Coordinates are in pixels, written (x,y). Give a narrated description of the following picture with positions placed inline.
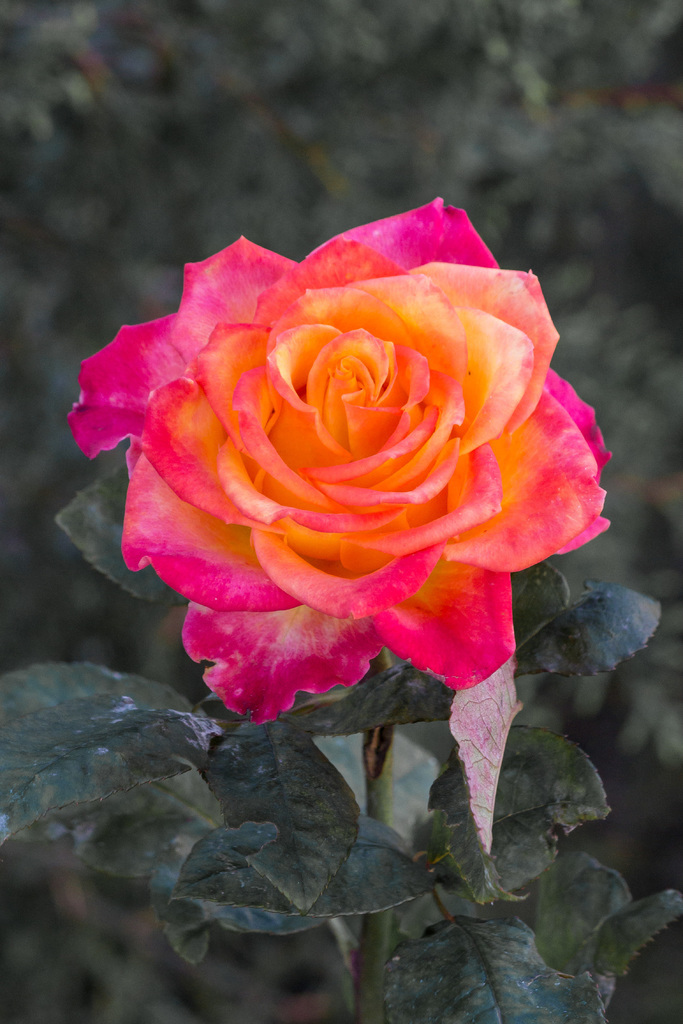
In this image we can see a rose flower (401,617) to the stem (376,813) of a plant (376,800).
